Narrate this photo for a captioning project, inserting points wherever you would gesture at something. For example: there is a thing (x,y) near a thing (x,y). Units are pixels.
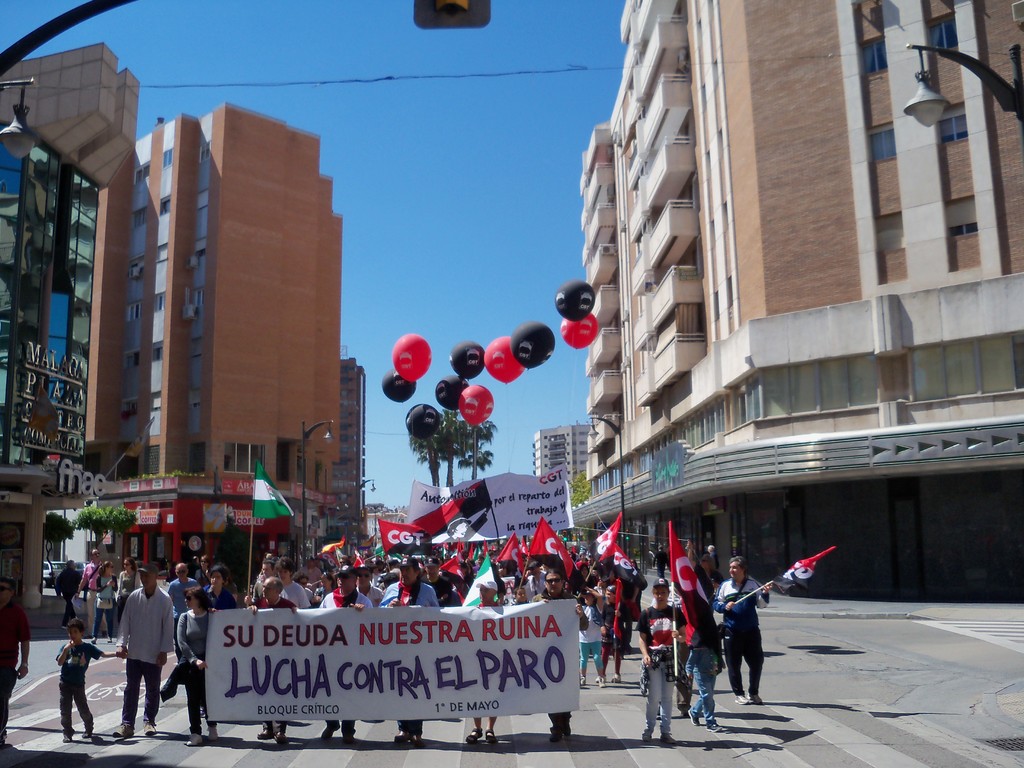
In this picture I can see few buildings (1010,337) and few balloons (435,425) flying in the air (491,316) and we see a group of people (718,645) walking, holding flags (470,590) and a banner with some text (398,624) on it and we see trees (421,449) and a pole light (1012,110) and a car (45,585) on the road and we see blue clear Sky (495,397).
